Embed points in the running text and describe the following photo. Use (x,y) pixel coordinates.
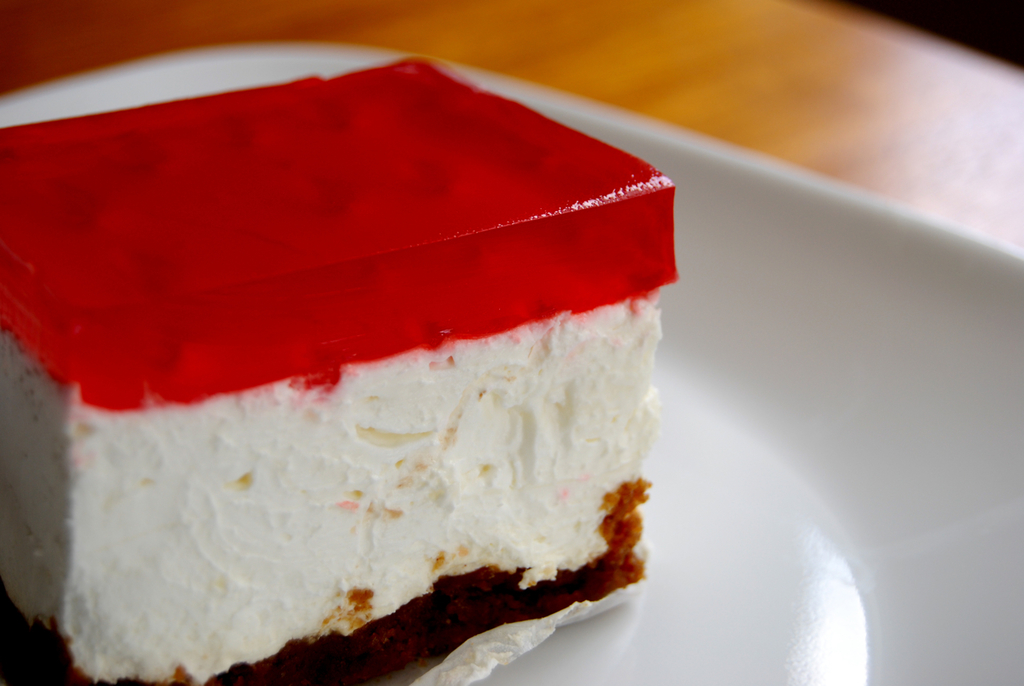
In this image, I can see a piece (362,440) of cake (565,524) on the plate (797,523). I think this plate (766,166) is placed on the wooden board (806,112).
